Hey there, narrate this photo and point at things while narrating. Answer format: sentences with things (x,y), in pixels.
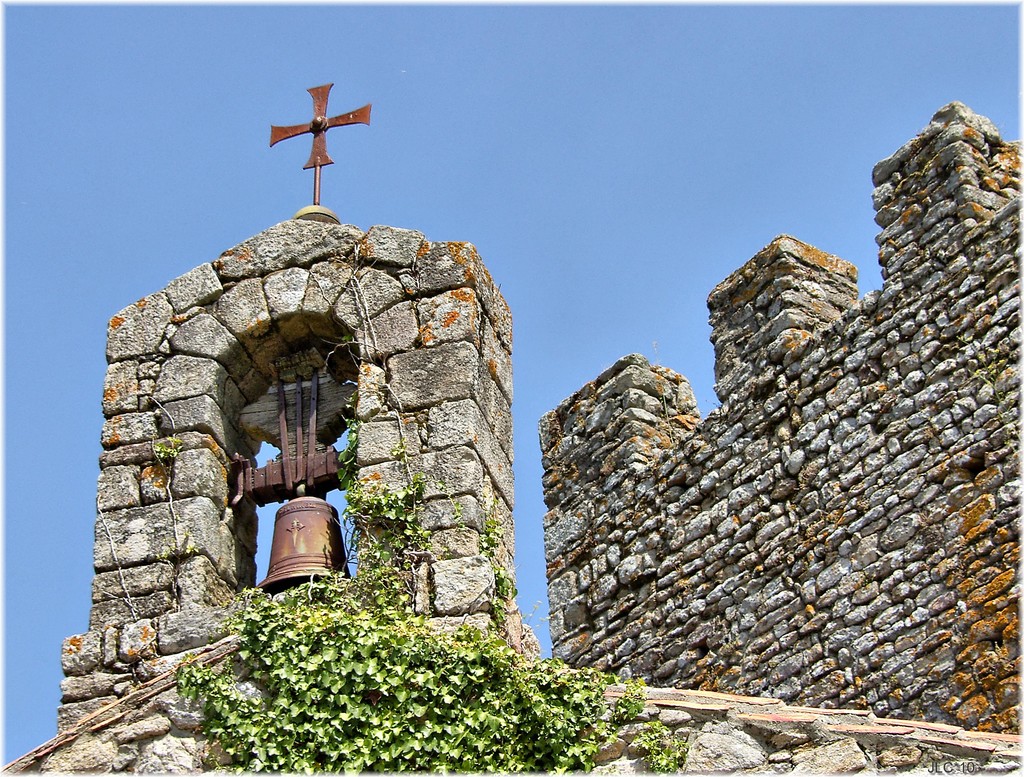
In this image there is a stone wall (113,597) having few creepers (410,712) on it. A bell (306,537) is attached to the wall (335,262). On the wall (307,270) there is an object (316,151). Background (301,200) there is sky (484,192).
